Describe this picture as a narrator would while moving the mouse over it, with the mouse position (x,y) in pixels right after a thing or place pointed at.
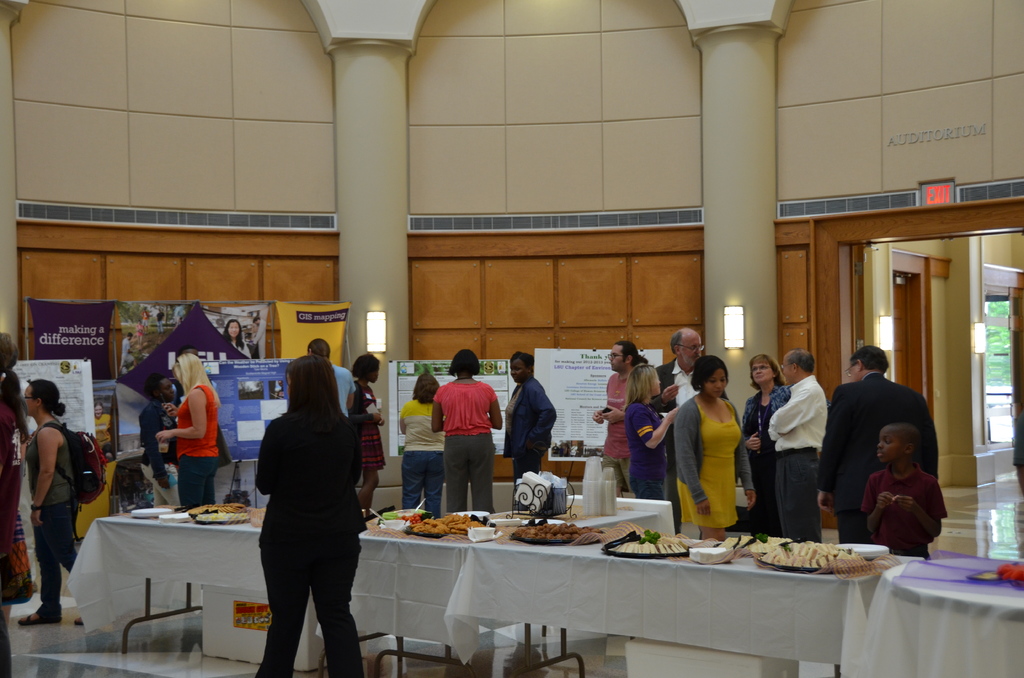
In this picture we can see a group of people (302,455) where they are standing on floor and in front of them on table (241,537) we have some food items (418,513), tissue paper stand (545,514), glasses (610,477), trays (626,553) and in background (240,302) we can see wall (462,252), pillar (742,253), lights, banners (84,318), door (925,339).
